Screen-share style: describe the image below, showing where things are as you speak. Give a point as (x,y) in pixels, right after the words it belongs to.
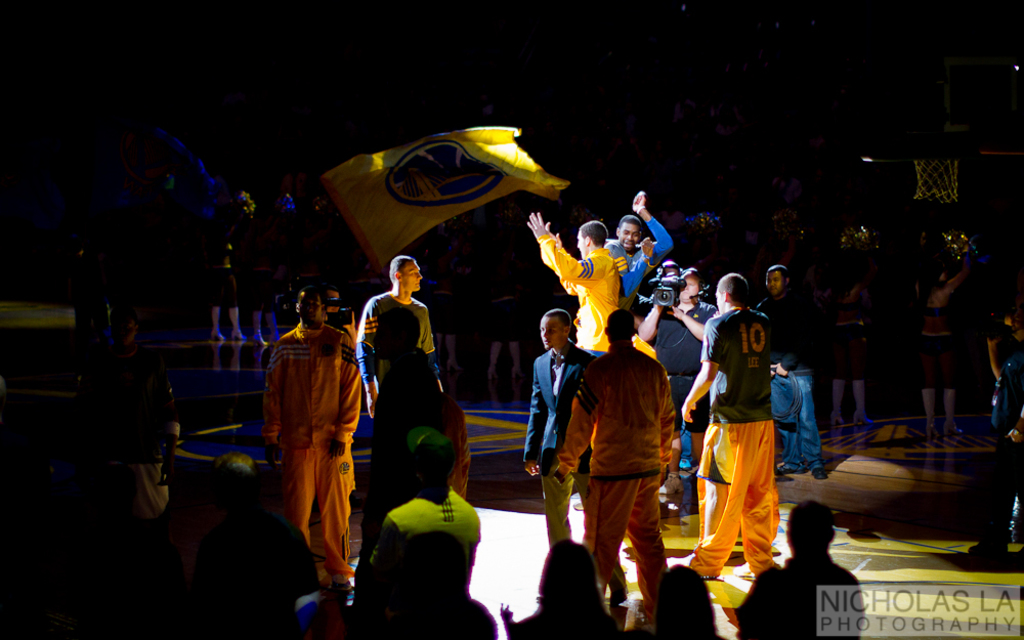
This image consists of many people (558,418). It looks like an indoor stadium (621,463). In the middle (409,225), there is a flag (495,184) in yellow color. At the bottom (921,543), there is a floor (975,507). The background (138,105) is too dark.
